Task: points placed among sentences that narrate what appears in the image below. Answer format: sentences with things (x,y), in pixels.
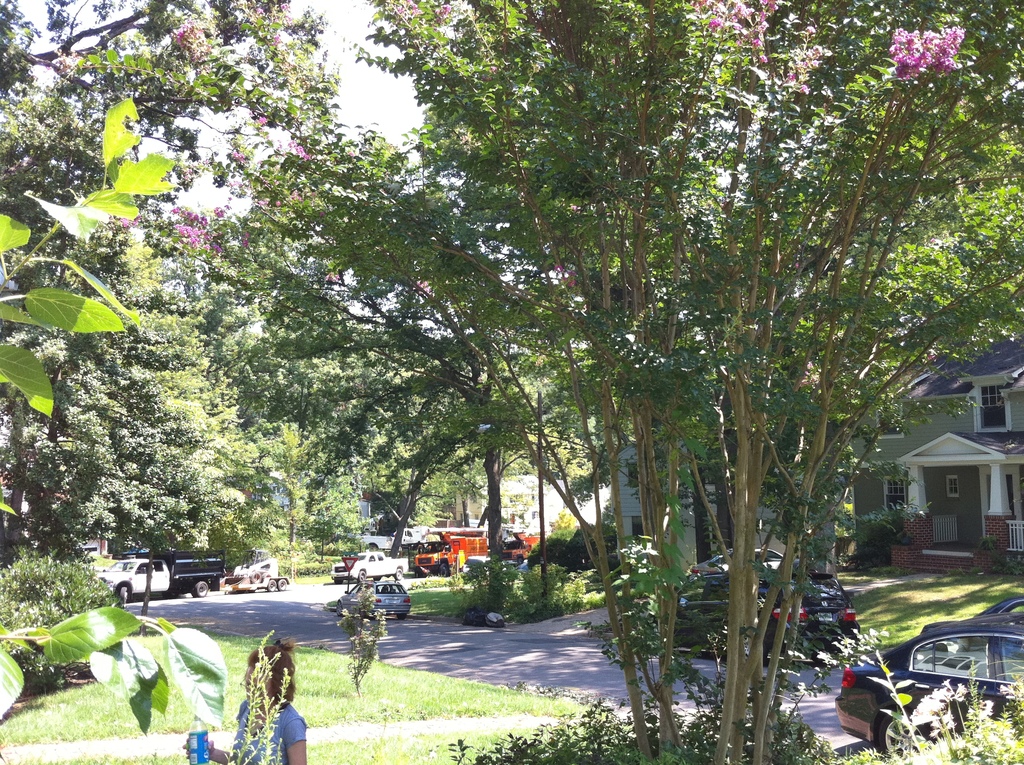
In this image there is the sky (361,88), there are trees (401,374), there are buildings (624,475), there is a building (956,417) truncated towards the right of the image (987,492), there is the grass (921,601), there are plants (558,593), there is the road (433,642), there are vehicles (265,574) on the road (265,596), there is a vehicle (943,658) truncated towards the right of the image (950,713), there are plants (966,721) truncated towards the bottom of the image (596,740), there is a person (272,677) holding a water bottle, there are trees (96,348) truncated towards the left of the image (104,345).
